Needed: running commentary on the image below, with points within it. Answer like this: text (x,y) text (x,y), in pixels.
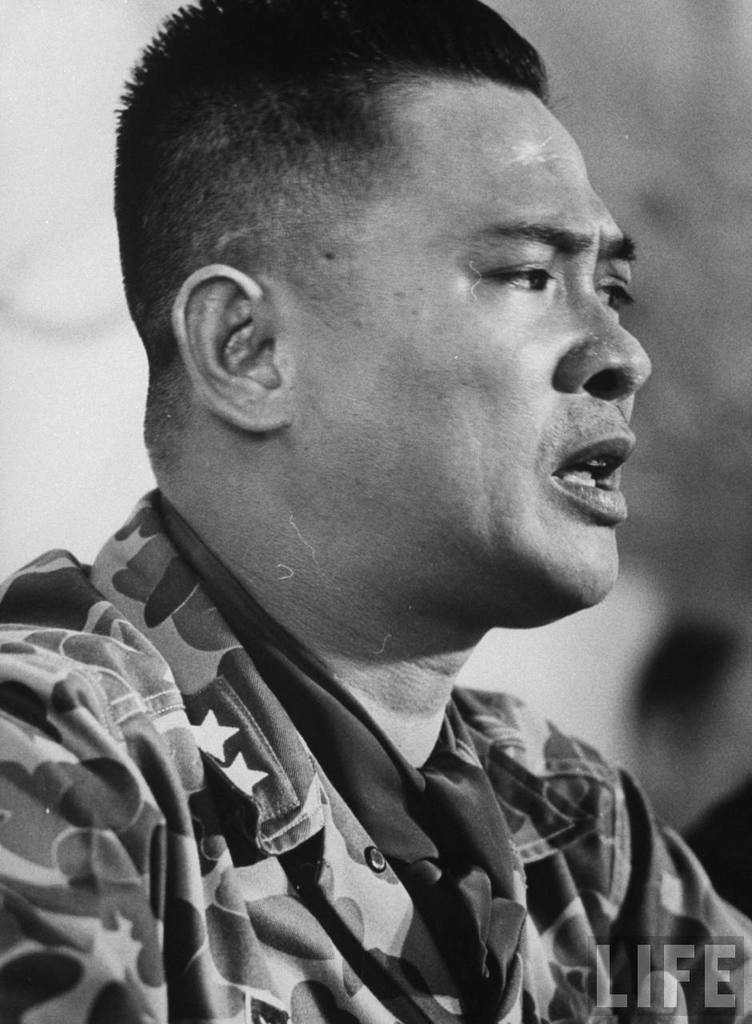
In this picture we can see a person (335,747) and in the background (636,683) we can see it is blurry, in the bottom right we can see some text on it.
